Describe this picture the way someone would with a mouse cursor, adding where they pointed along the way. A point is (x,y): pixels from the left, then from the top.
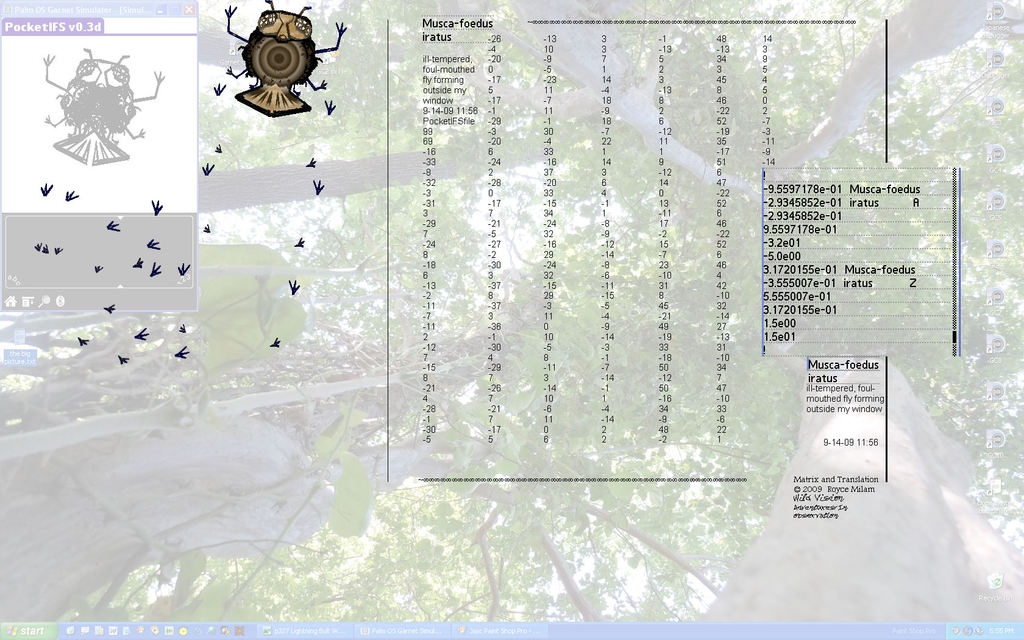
This image is of a monitor screen (435,454). At the bottom of the image (46,632) there are some icons (32,636). There are trees (742,528). There is some text (424,205) and there is a insect (276,82).
